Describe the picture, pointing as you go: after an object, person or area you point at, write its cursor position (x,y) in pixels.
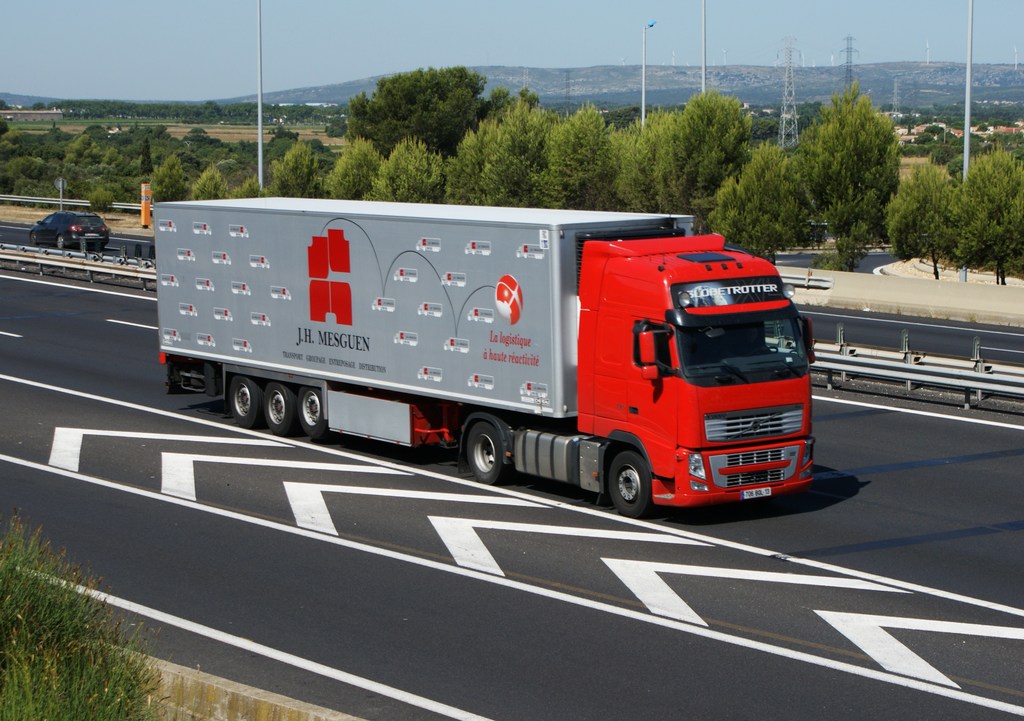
In this image I can see few vehicles (374,209) on the road (1010,548). I can see few trees (847,164), poles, towers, mountains (567,101) and the sky (526,61).
